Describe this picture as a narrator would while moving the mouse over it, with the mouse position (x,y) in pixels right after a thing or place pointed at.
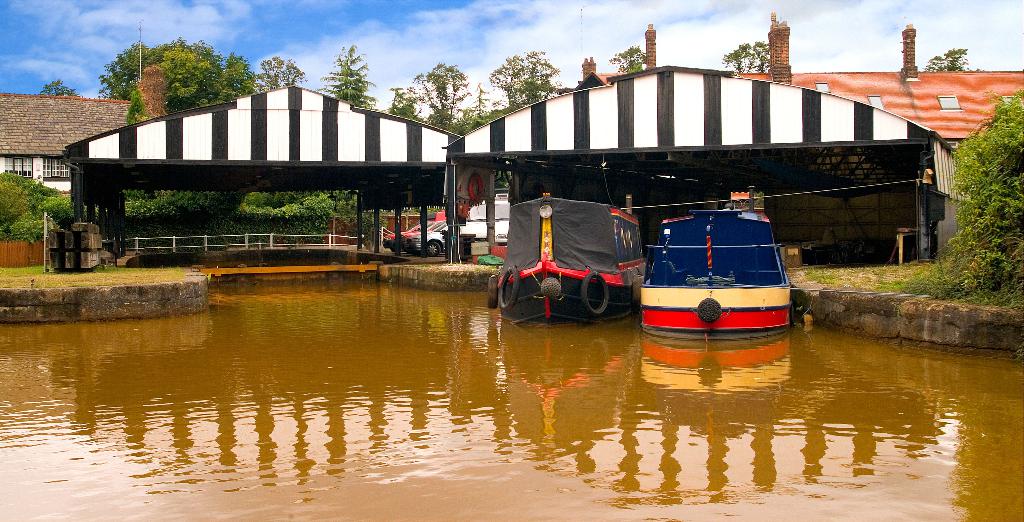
In this image I can see the lake (450,383), on the lake (450,383) I can see boats (560,311) and I can see tents (203,126) visible in the middle (498,178) and I can see the sky (437,49) and trees (523,57) at the top (748,44), under the tent (425,254) I can see vehicle (479,230) and on the left side (52,153) I can see the house (61,157).
